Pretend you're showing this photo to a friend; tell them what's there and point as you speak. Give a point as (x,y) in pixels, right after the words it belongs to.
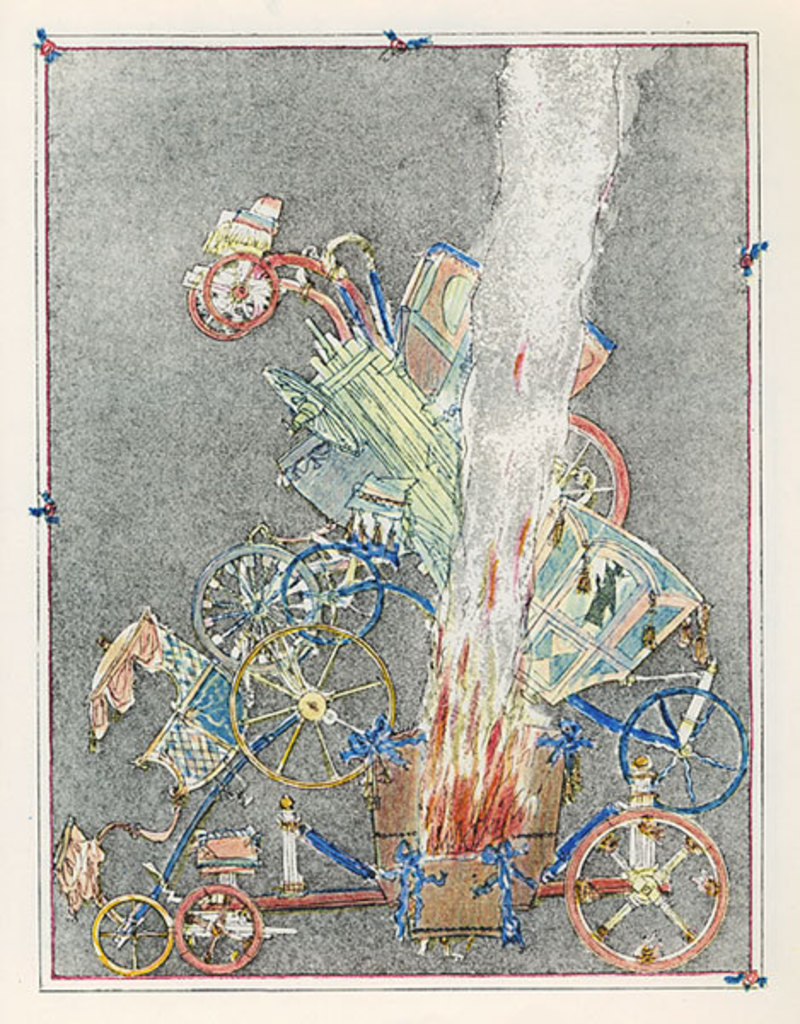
In this image I can see the art of few carts (355,757) and the wheels (573,494). I can see the image is in blue, yellow, brown and ash color.
